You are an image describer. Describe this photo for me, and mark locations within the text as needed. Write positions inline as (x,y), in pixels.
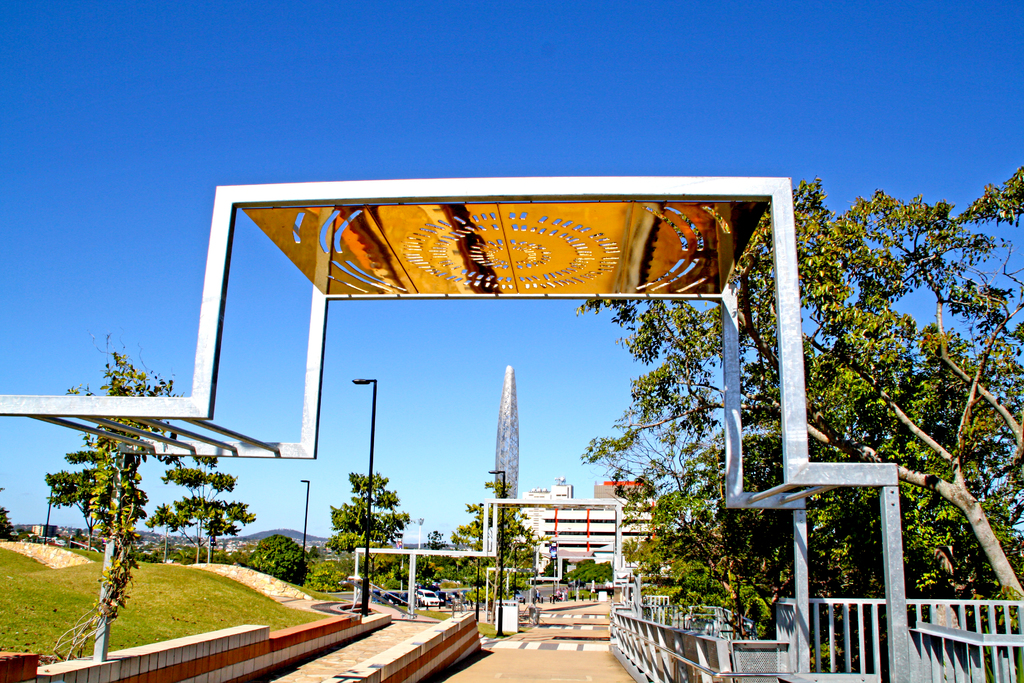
As we can see in the image there is grass (63,584), trees (209,502), street lamps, cars (375,596) and buildings (562,554). On the top (528,90) there is blue sky (497,104).
